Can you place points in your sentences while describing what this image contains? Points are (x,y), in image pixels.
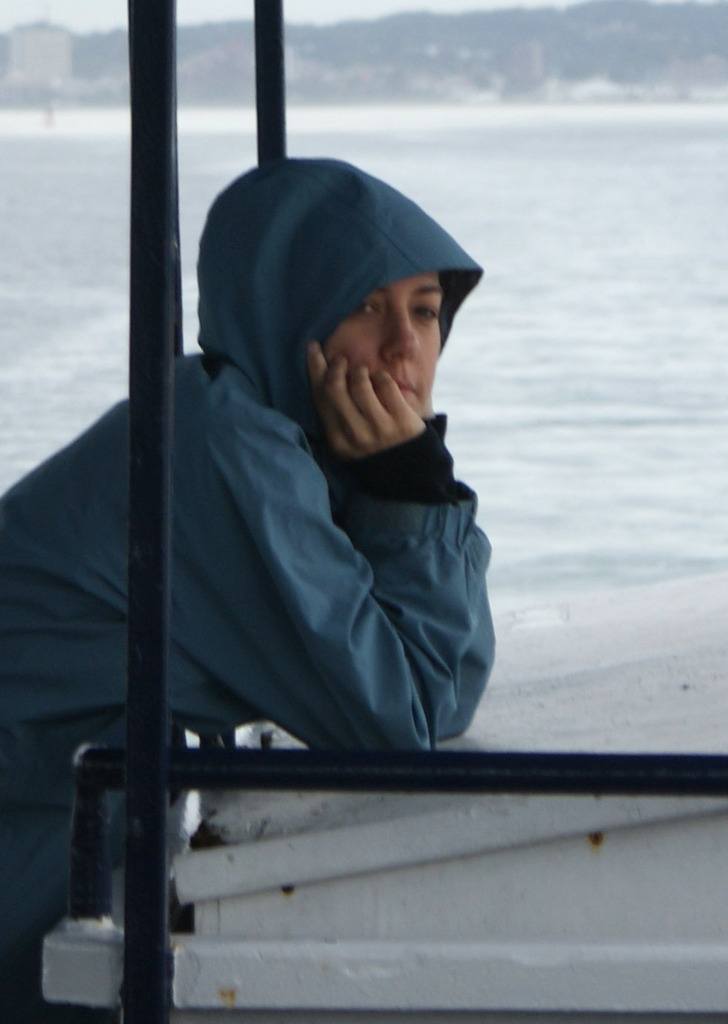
In the center of the image (285,435) there is a person (89,702) standing at the wall (402,877). In the background (505,139) there is a water (483,136), hill (357,58) and sky (105,13).
